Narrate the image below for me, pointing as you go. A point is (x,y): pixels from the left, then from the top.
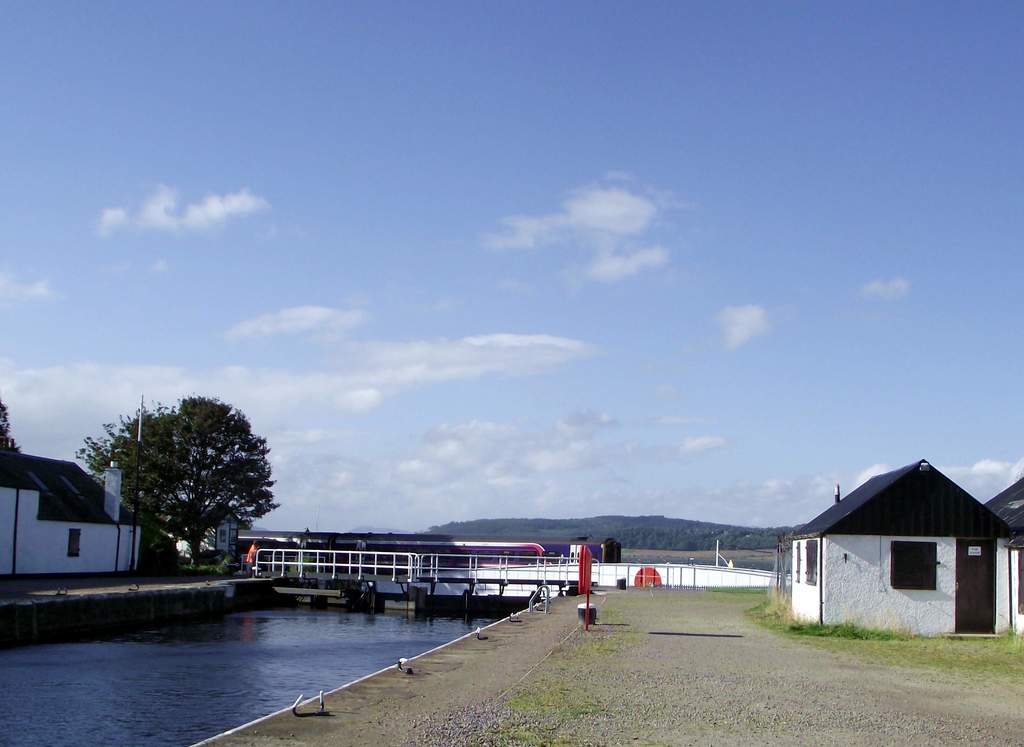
Here in this picture on the left side (232,680) we can see a pool (316,620) with full of water (89,729) over there and we can also see a bridge (464,575) over there and we can see houses (78,529) present on either side and we can see trees (146,564) over there and in the far we can see mountains (761,541) and we can see clouds (433,341) in the sky (531,298).
